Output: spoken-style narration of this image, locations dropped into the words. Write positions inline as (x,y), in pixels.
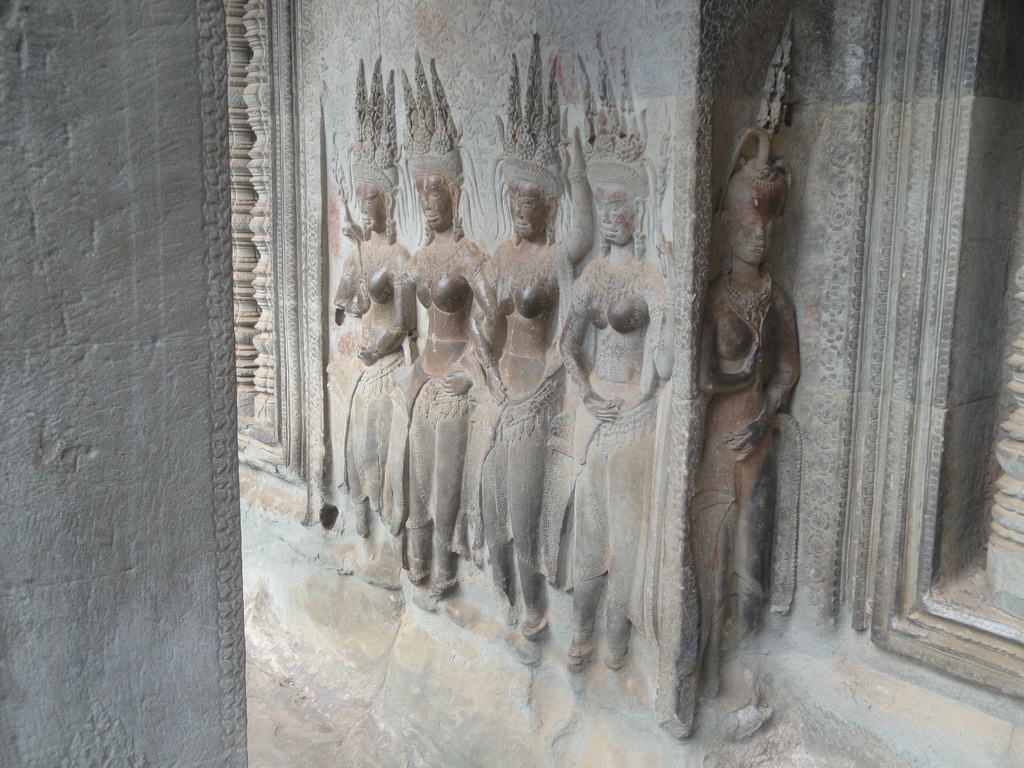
These are the statues (517,283) in the shape of women (609,407) to this stone wall (675,367).
